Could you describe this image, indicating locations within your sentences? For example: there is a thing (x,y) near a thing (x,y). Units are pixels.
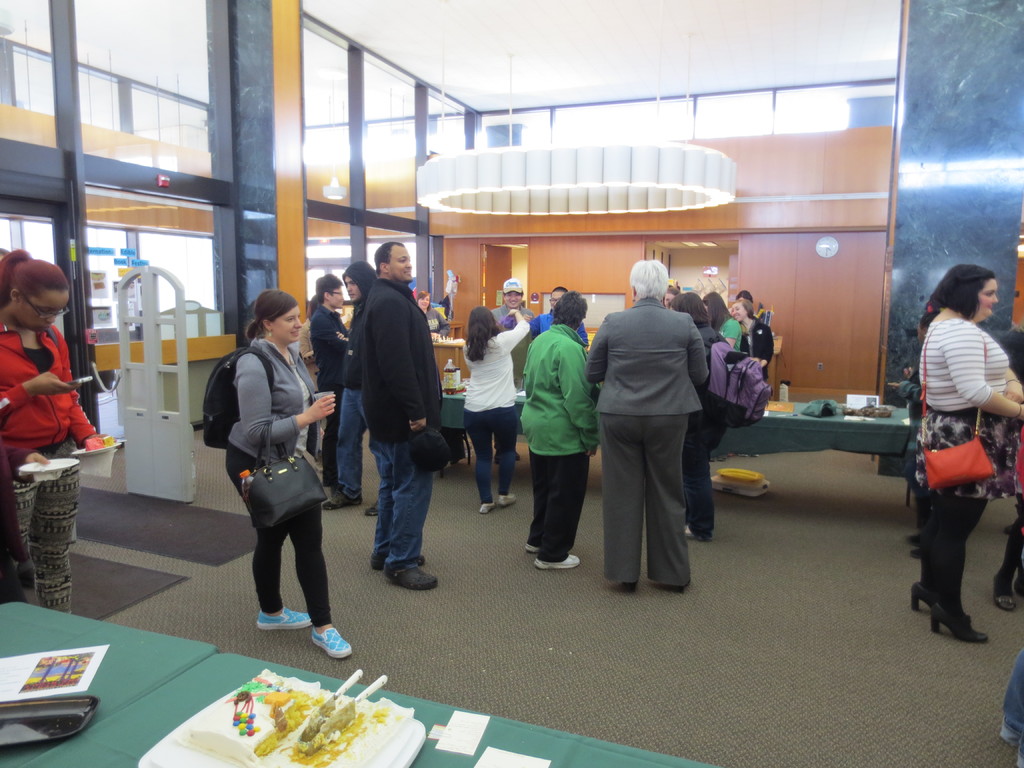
In the picture we can see inside view of the hall (914,684) with some people (688,518) are standing and one woman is holding a plate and beside her we can see a part of the table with a food item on it and in the background (242,229) we can see the wall (302,309) with glasses (342,104) to it.
